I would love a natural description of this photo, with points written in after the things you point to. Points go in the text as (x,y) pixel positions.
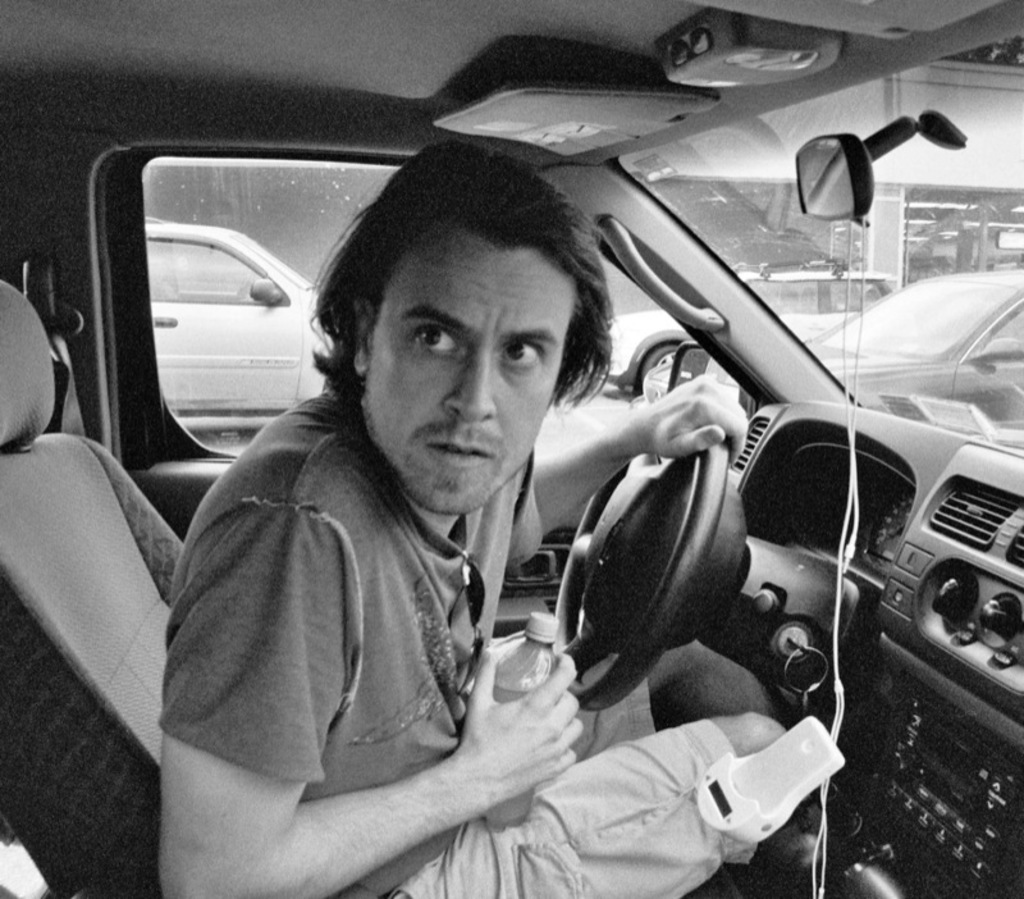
In the image there is a man (411,756) sat on seat (151,838) in driver position in the car (588,515) and outside it seems to be raining and there are many cars (847,316) on the road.
